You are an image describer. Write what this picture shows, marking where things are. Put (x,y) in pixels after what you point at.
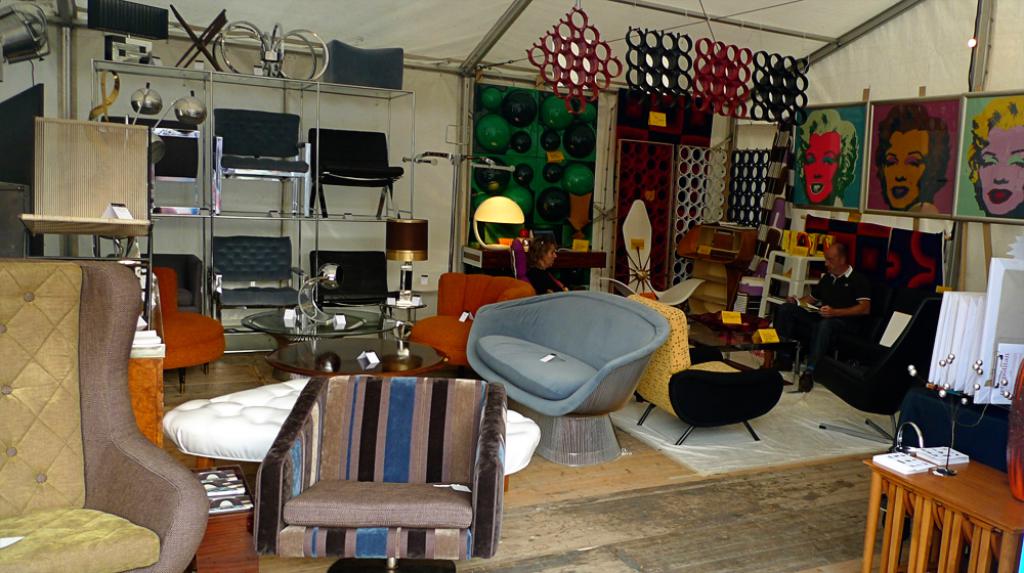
In the middle of the image (487,297) we can see some chairs (514,297) and tables (249,323) and two persons (808,379) are sitting. Behind them there is wall (245,65), on the wall (955,81) there are some chairs (331,174) and frames (822,152). At the top of the image (500,65) there is roof (521,55).
